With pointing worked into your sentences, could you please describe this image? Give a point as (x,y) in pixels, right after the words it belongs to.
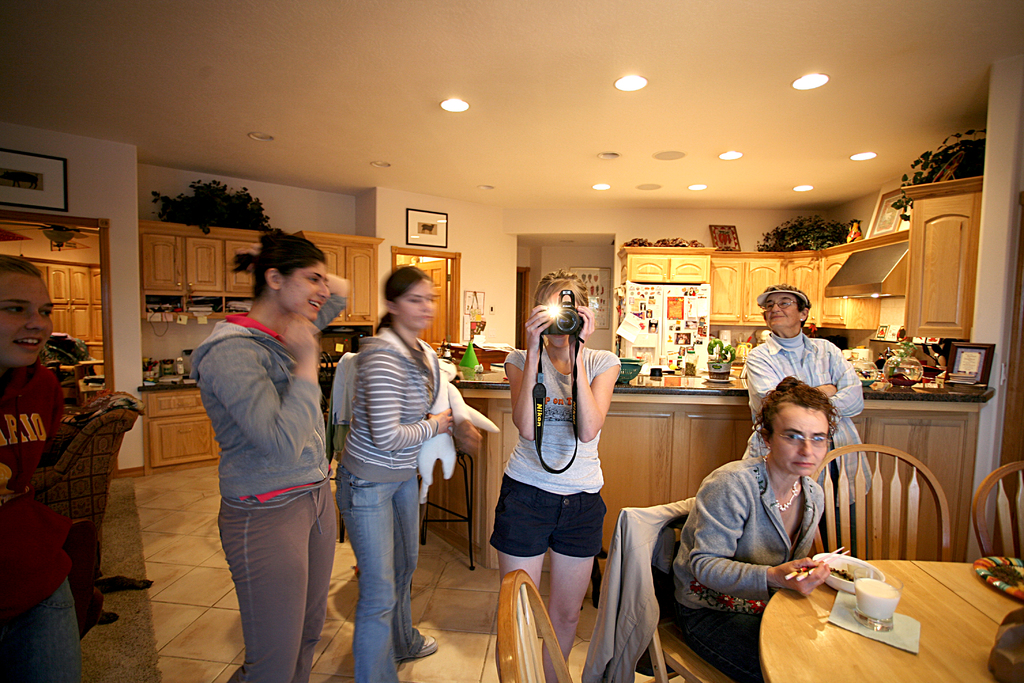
In this image there are a group of people (573,385) one person (533,418) is holding a camera (537,438), and on the right side of the image (711,552) there is one woman (742,502) who is sitting on chair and there are some chairs (663,618) and table (798,606) and she is holding chopsticks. And on the table (990,591) there are bowls (853,576), plates (998,581) and some objects (1018,634). And in the background (884,232) there are cupboards (738,287), plants (820,242), photo frames (52,195) and some vessels (858,362), bowls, plates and some posters (660,319). At the top (480,93) there is ceiling (395,112) and lights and at the bottom (196,574) there is floor (196,574).
